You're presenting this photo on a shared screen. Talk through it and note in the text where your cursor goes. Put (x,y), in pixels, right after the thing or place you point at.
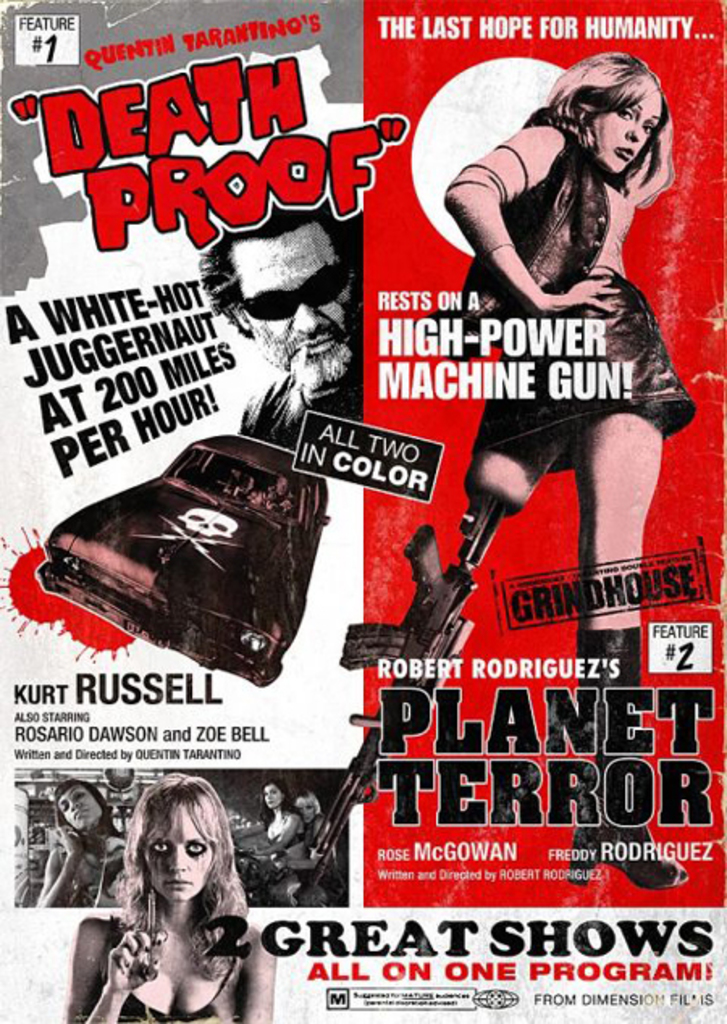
In this image there is a movie poster (262,646) where we can see there is a girl (611,486), man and some objects (189,486).
